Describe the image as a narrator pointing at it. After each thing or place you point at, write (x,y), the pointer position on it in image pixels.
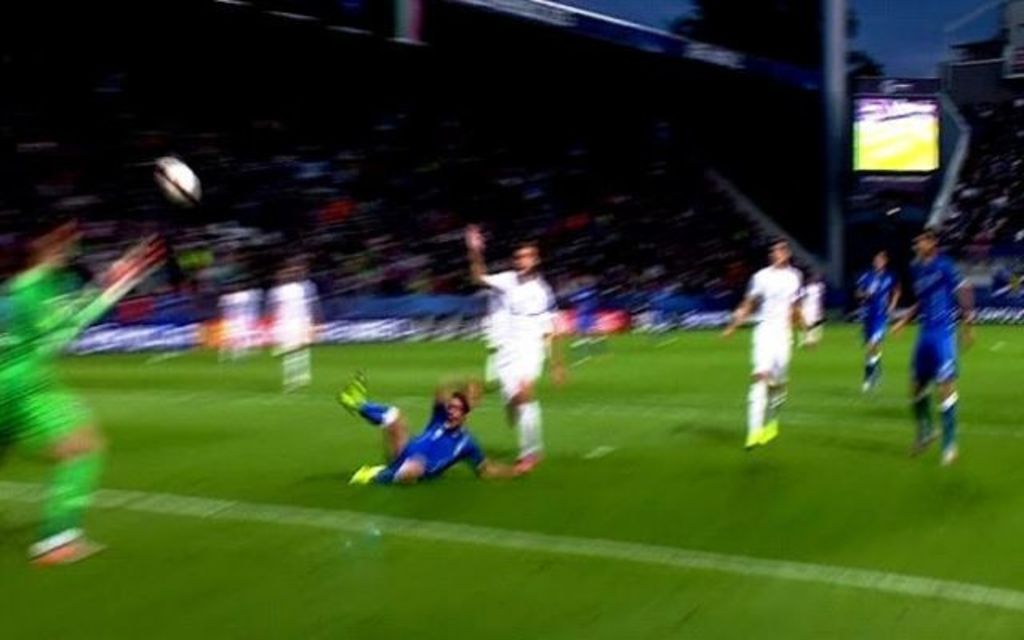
Here we can see few people (782,384) are playing on the ground (697,488) and there is a ball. In the background (327,174) we can see crowd (661,193), pole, screen (894,117), hoardings (1003,313), trees (773,43), and sky (629,7).
